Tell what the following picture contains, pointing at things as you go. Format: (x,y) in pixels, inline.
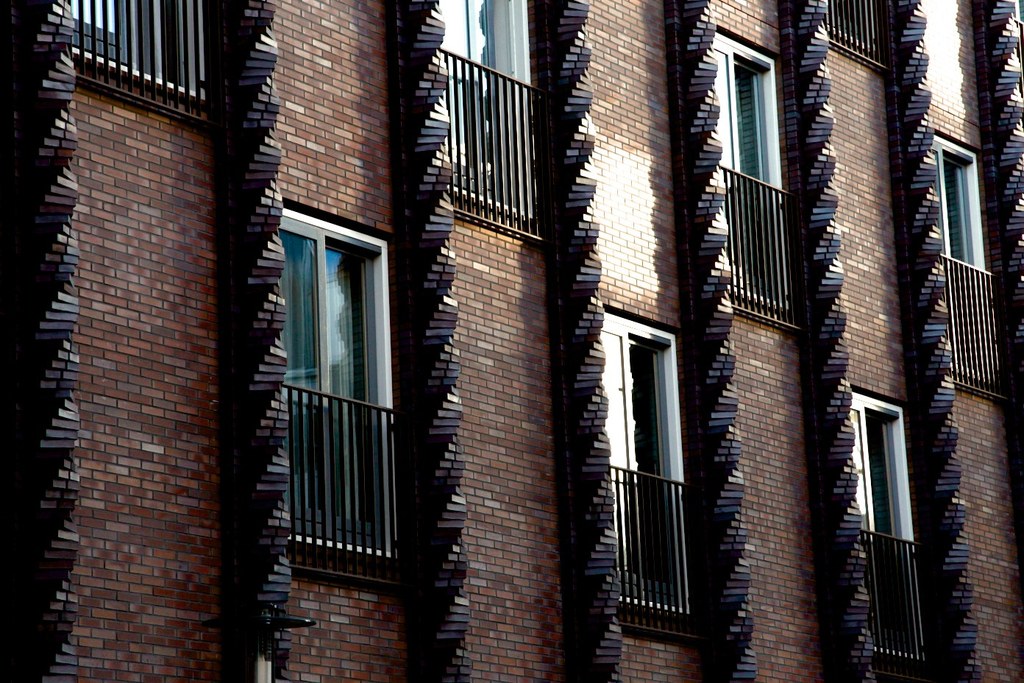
In this image we can see a wall (630,182) with few windows (306,367) and grilles (350,458).
